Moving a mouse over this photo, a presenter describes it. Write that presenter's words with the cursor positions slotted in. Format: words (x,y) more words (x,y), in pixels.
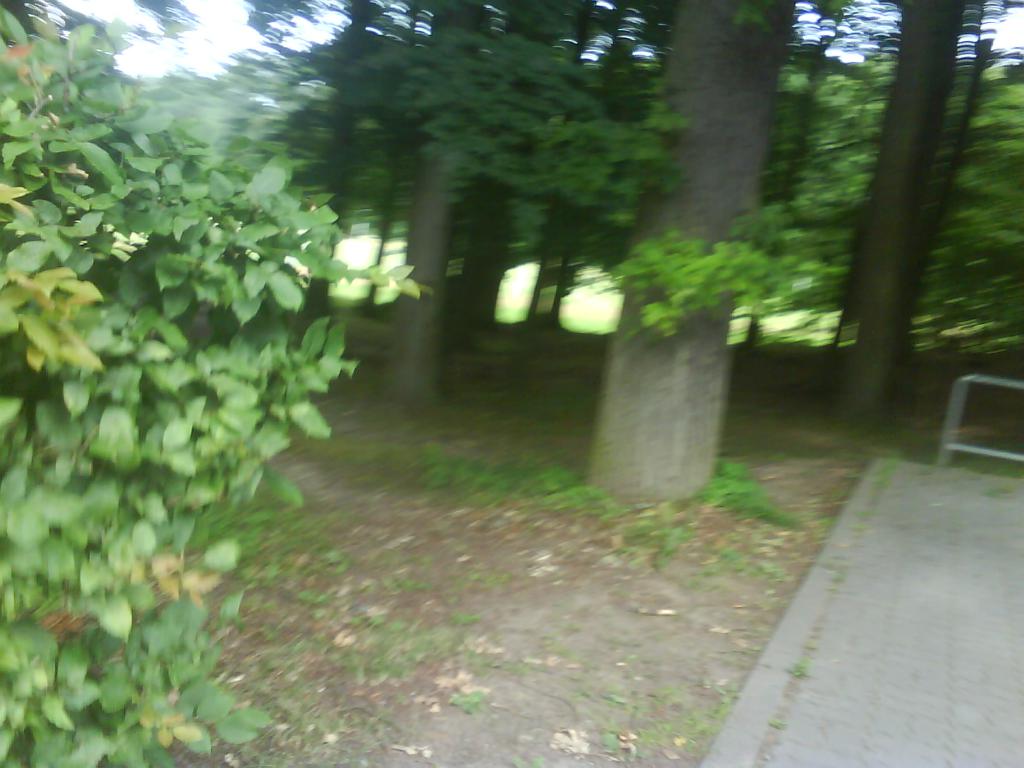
In this picture I can see there are trees (482,310) and there are plants (252,365), grass (586,466) and there is soil (476,614) on the floor (491,673).
